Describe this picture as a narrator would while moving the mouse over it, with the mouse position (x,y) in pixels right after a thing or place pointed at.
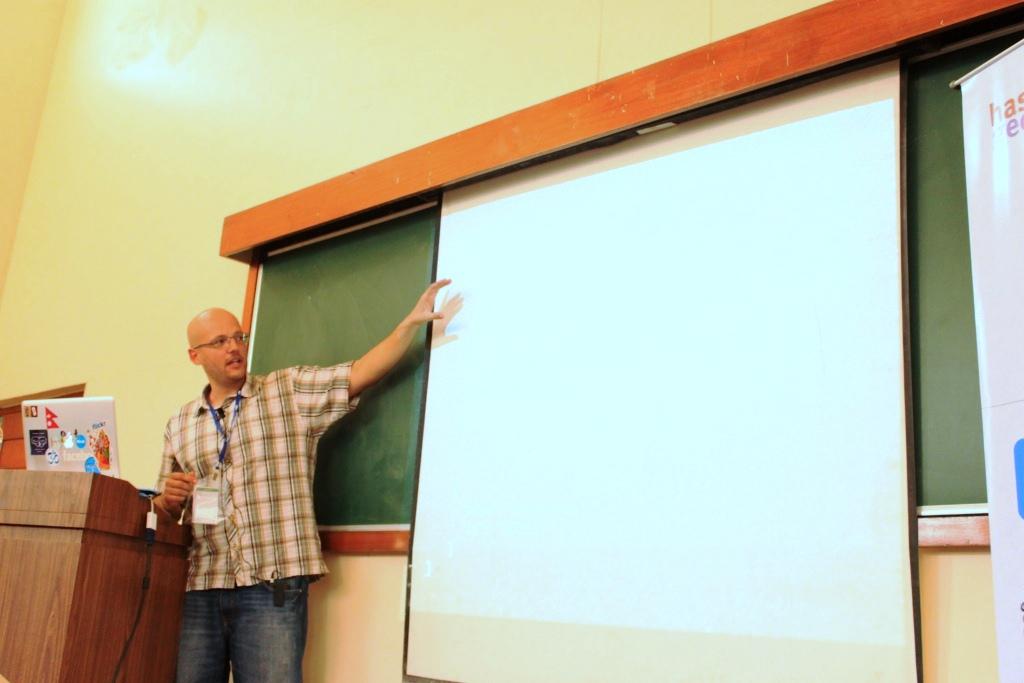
In this picture I can see there is a person (273,424) standing, there is a screen (526,317) on the right side (745,304), a board (390,264) behind it and there is a podium (72,511) beside the person (401,342), there is a laptop (76,448) placed on the podium (93,530).
